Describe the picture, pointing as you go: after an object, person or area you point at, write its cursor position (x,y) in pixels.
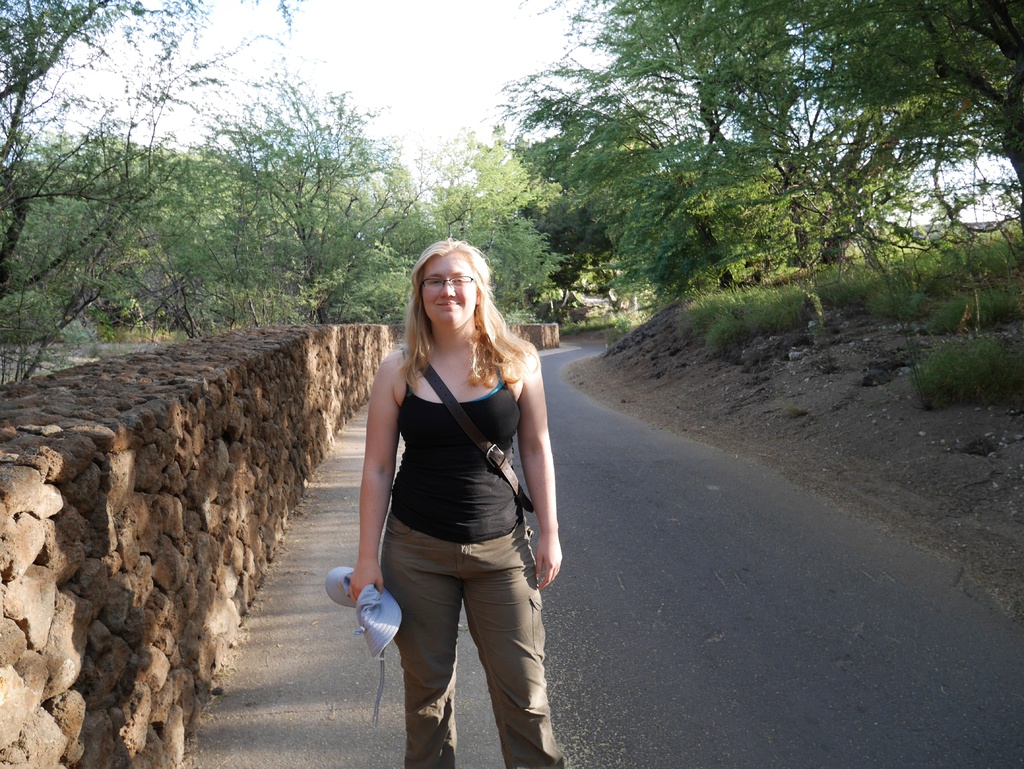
In this picture we can see a woman (480,526) standing here, in the background (713,185) there are some trees (405,193), we can see the sky (371,47) at the top of the picture (385,26), on the right side (779,295) there is grass (931,287), this woman (461,531) is holding something.
